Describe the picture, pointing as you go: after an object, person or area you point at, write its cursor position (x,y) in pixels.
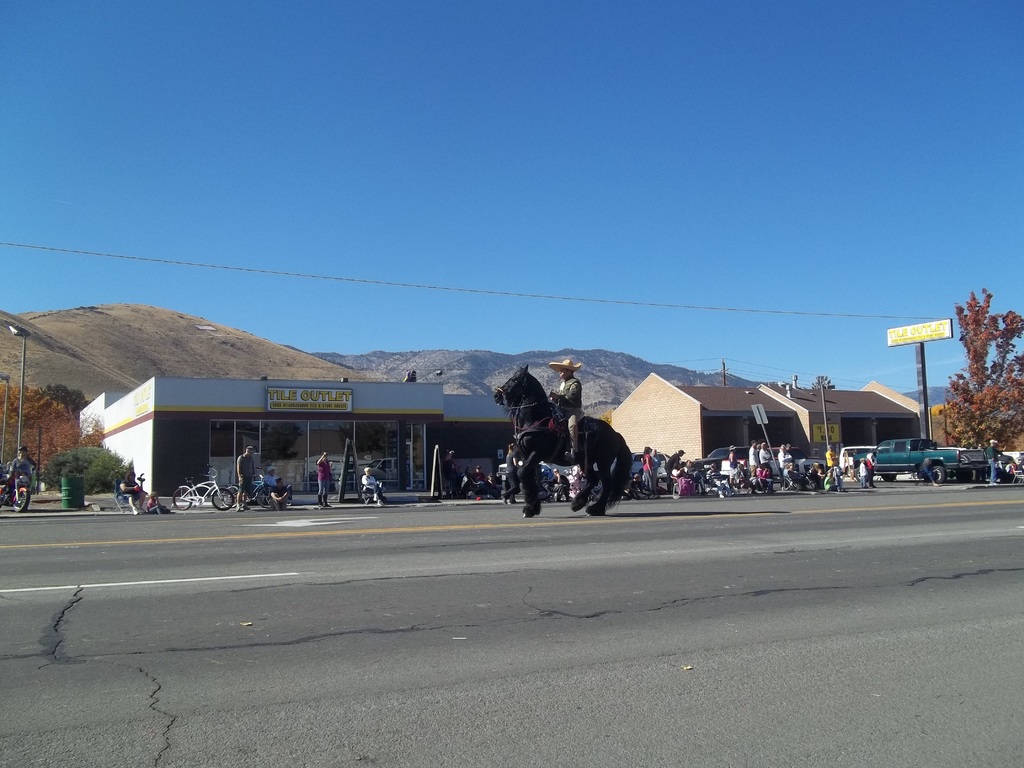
In this image there are chairs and trees (106,454). We can see vehicles (909,456) on the road (554,510) and there are people (583,481). There is a person (566,380) sitting on the horse (563,439). There is a board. In the background (863,367) we can see hills (362,355) and there is sky (647,229).
